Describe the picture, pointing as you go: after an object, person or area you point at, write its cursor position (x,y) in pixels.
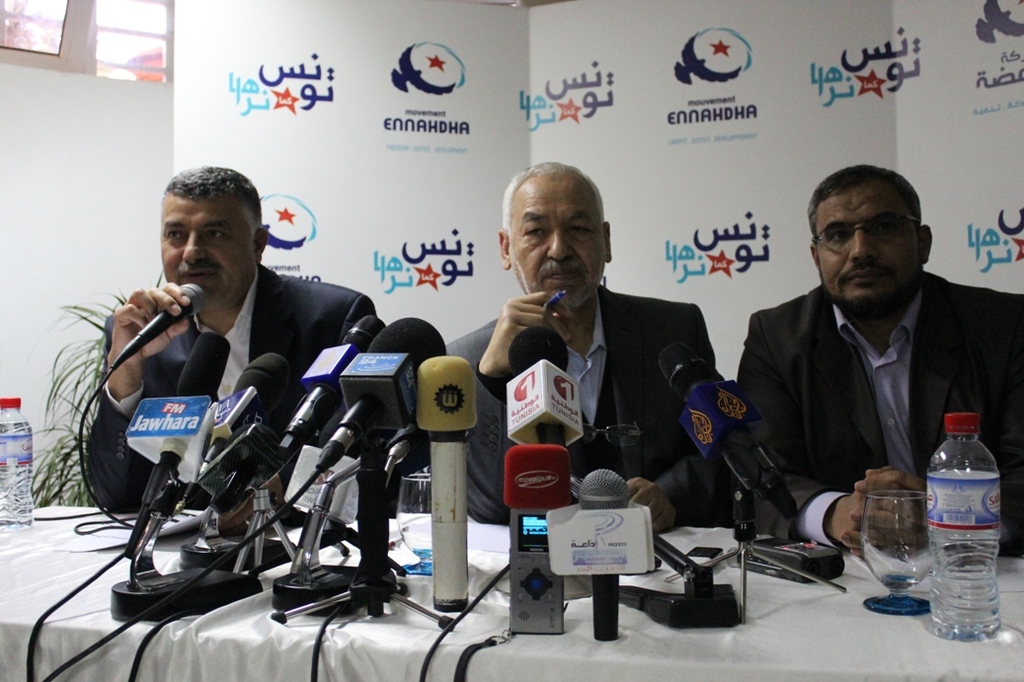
In this image I can see on the left side (148,387) a man (151,372) is sitting and speaking in the microphone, he wore coat (299,344). Beside him two other men (548,283) are sitting. On the right side (873,563) there is a wine glass (897,535) and a water bottle (956,549). Behind them there is a white color board (611,121).
